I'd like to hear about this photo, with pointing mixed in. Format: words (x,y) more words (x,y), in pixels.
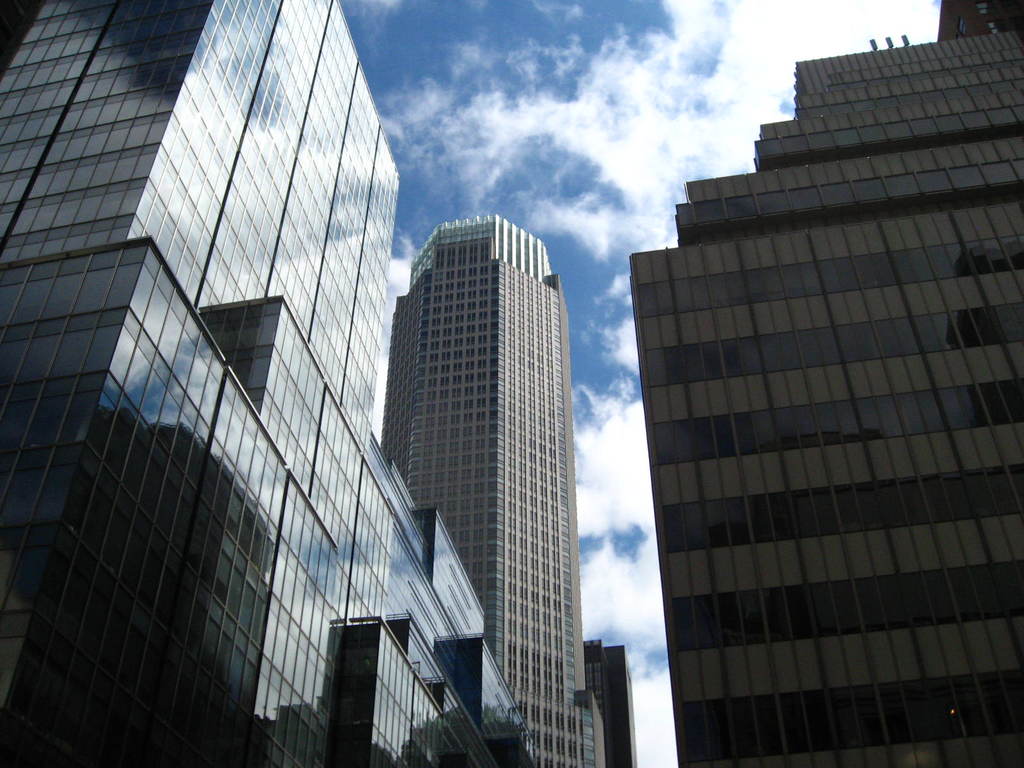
In this image I can see few buildings (662,465). In the background (659,96) I can see clouds (479,102) in the sky (453,144).
